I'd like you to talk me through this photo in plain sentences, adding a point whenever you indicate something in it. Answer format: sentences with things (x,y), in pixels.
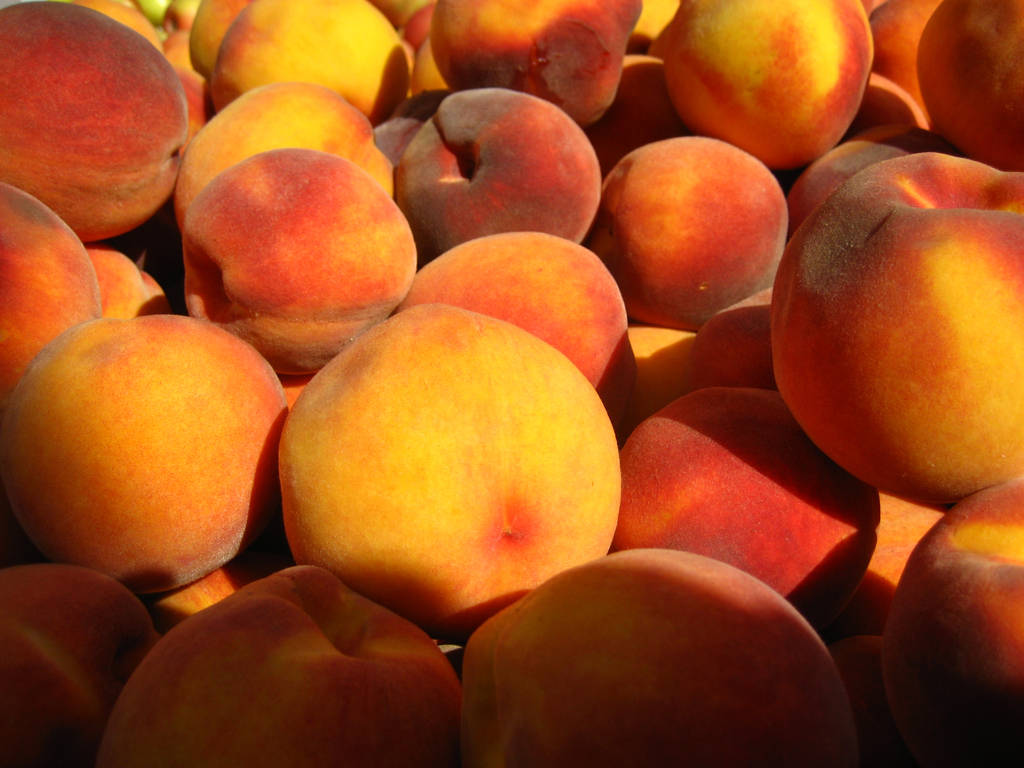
In this image we can see some fruits (107,446), which looks like peaches (59,244).
